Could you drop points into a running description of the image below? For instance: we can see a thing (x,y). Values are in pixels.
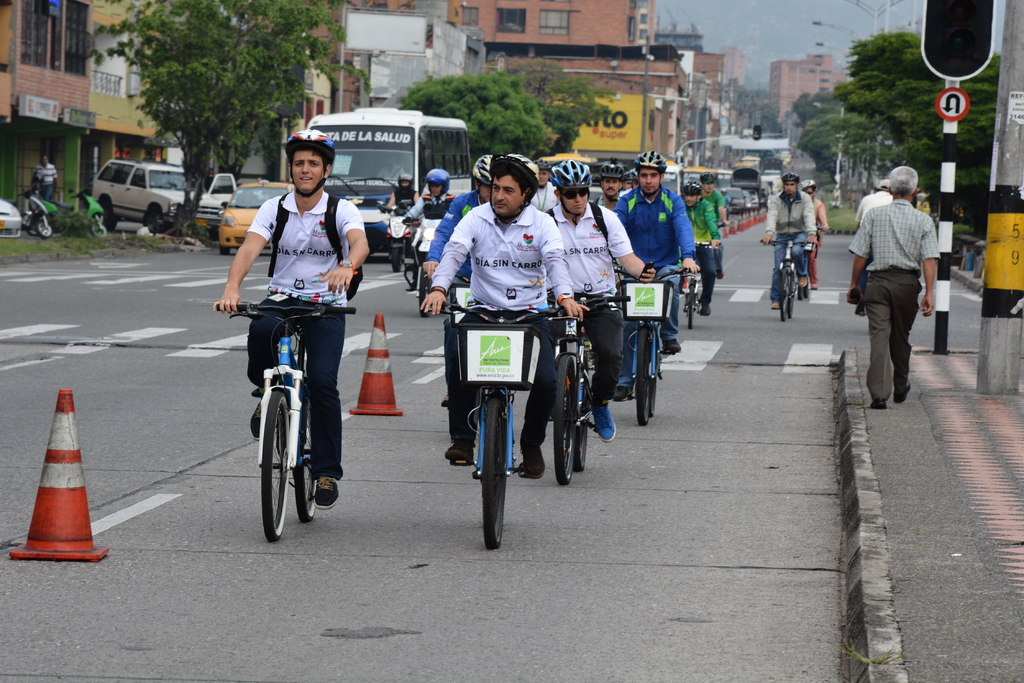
There are group of persons (534,267) riding bicycle (536,352) and there are trees (500,97), buildings (667,87) and vehicles (746,167) behind them.
